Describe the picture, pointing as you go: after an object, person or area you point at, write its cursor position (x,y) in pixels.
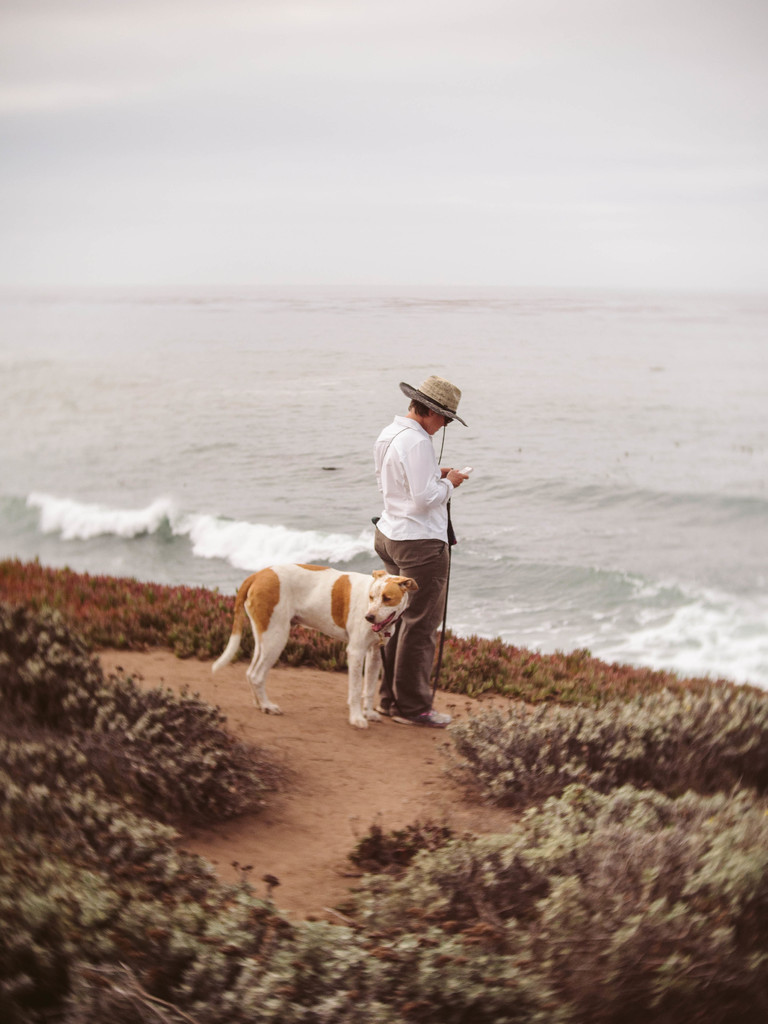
In this image a man (438,493) is standing in front of a sea (594,464). Beside him a dog (332,601) is standing. The man (401,510) is wearing a white shirt (395,440) and a hat (439,388). In the ground (537,735) there are shrubs (93,808).
